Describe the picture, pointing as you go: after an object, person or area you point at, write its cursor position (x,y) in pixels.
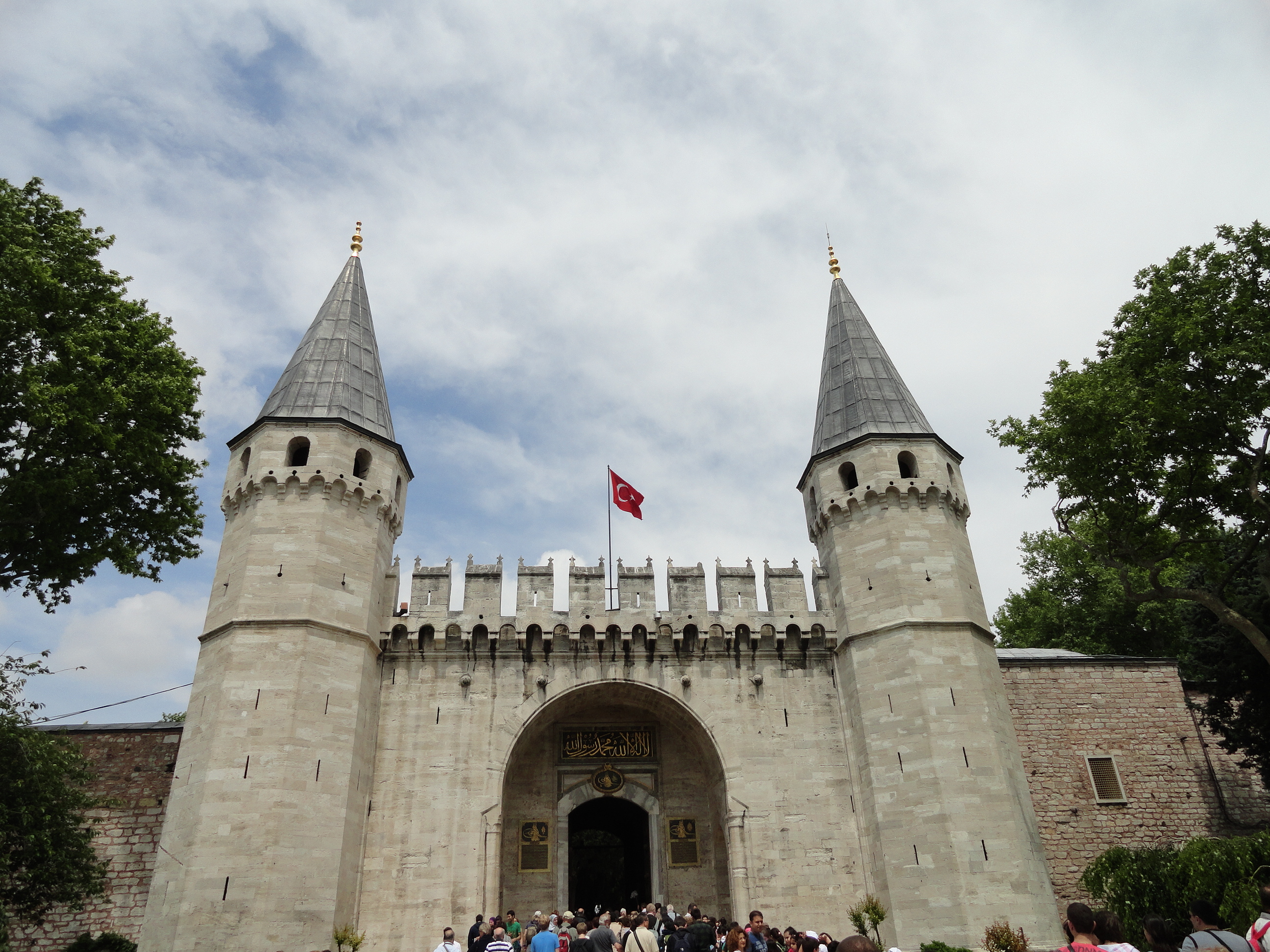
Here in this picture we can see a monumental building (468,662) present over a place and in the middle (621,481) we can see a flag post (609,519) present and below that we can see a door (602,807) also present and we can see number of people (579,908) standing in front of it and beside that on either side we can see plants (38,785) and trees (1265,663) present and we can see sky (420,280) is fully covered with clouds (420,280).
